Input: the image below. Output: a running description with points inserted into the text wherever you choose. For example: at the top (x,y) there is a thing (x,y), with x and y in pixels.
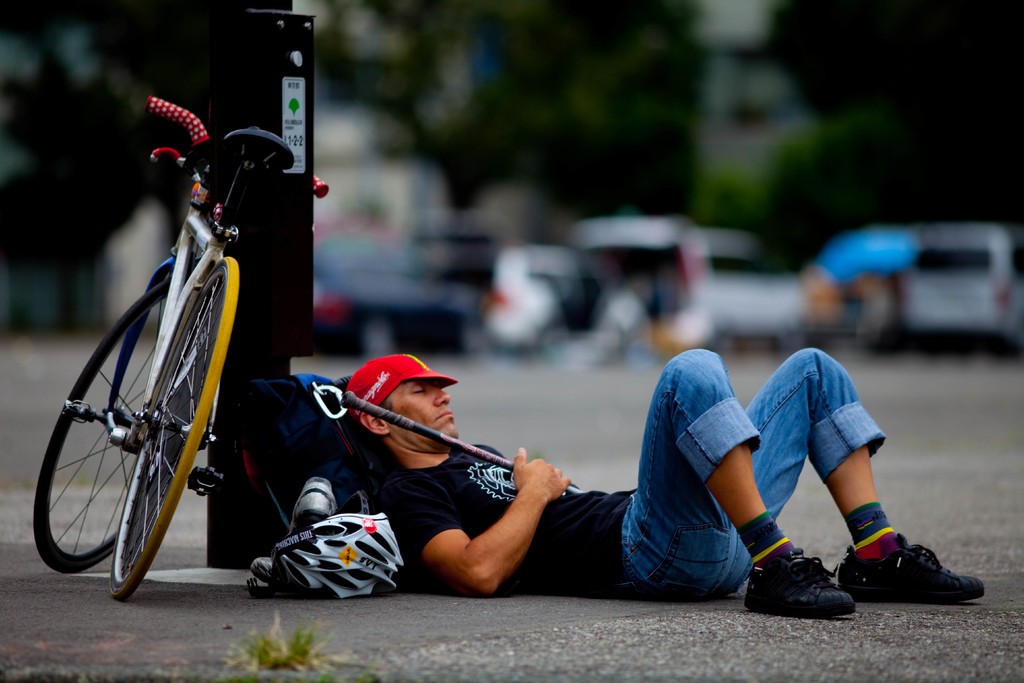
In this picture we can see a bicycle (210,390), helmet (313,527) and a man (408,440) lying on the road (87,620) and in the background (376,317) we can see vehicles (370,305), trees (612,213) and it is blurry.
